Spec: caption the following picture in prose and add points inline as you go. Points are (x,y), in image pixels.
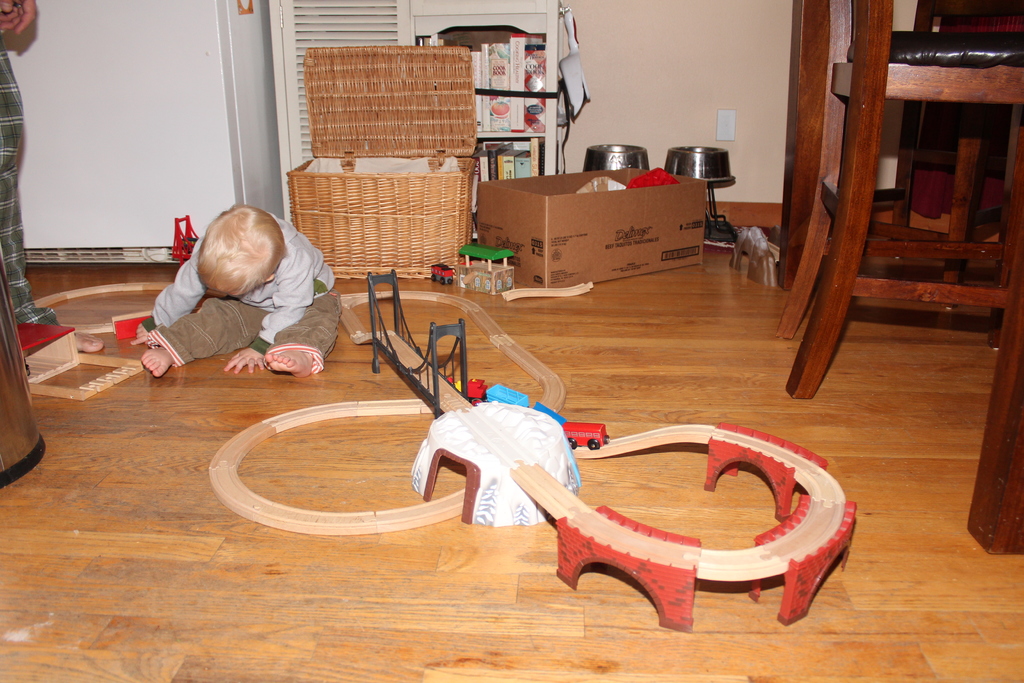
In this image, we can see a few people (168,300). Among them, we can see a kid (225,323) sitting. We can see a wooden train track (245,491). We can see the ground (499,566) with some objects (654,199) like a cardboard box (575,235), a wooden basket (438,207), shelves (512,135) with some objects (514,118). We can also see a white colored object (208,219). There are some chairs (1022,380). We can see the wall (660,112).
